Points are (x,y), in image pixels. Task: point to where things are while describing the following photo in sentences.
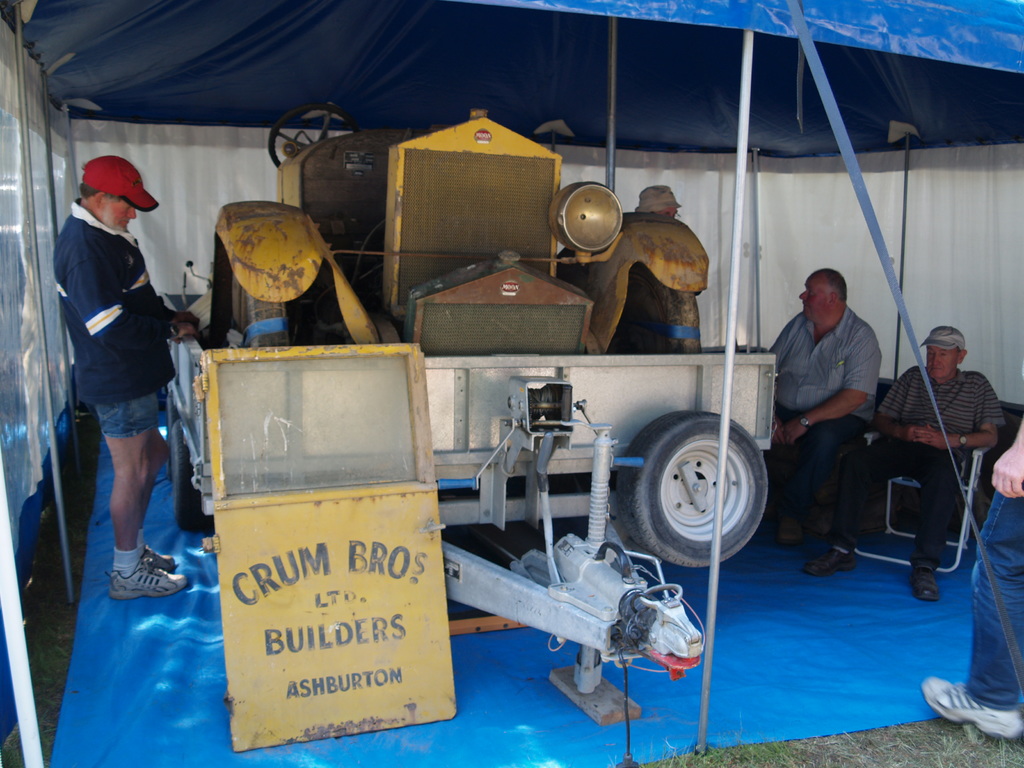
Here in this picture we can see a trolley (464,400) with some equipment (517,287) present on it, that is present on the ground (815,748) and we can see a mat (105,543) on the ground (756,765) and we can see the ground (779,763) is covered with grass (774,749) and we can see some people (852,326) are sitting on chairs (892,518) and some are standing and some people (89,286) are wearing caps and in the front (259,397) we can see a door (378,445) of a vehicle (316,227) present and above them we can see a tent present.
